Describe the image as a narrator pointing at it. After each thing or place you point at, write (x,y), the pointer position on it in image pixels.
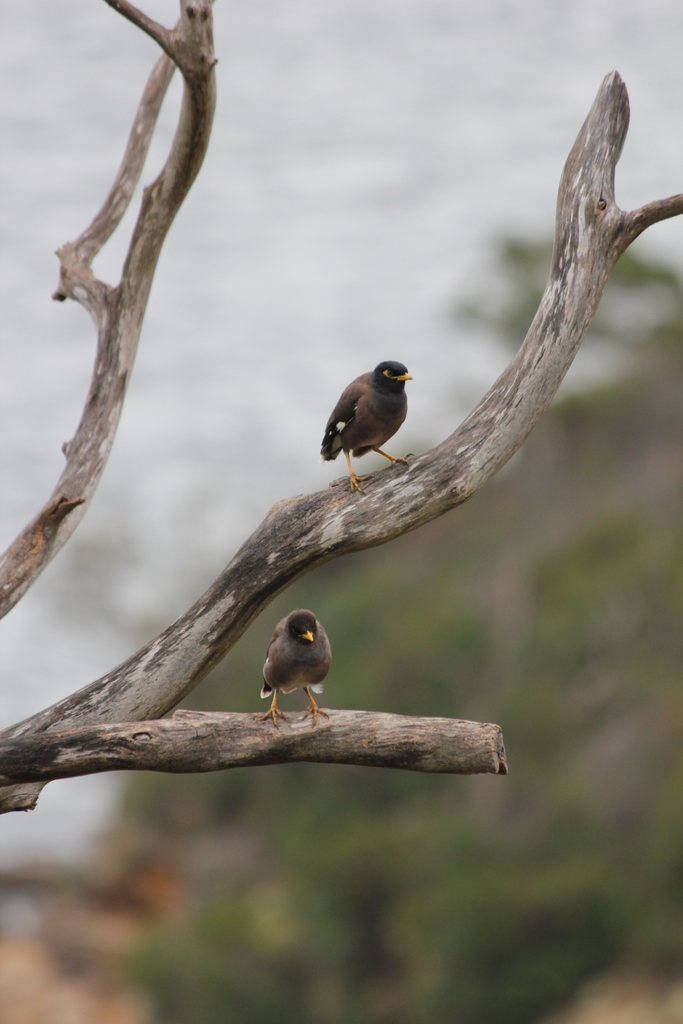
In the picture we can see a part of a dried tree (552,308) on it we can see two birds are standing which are black and some part white in color and behind it we can see some plants (613,855) which are not clearly visible.
